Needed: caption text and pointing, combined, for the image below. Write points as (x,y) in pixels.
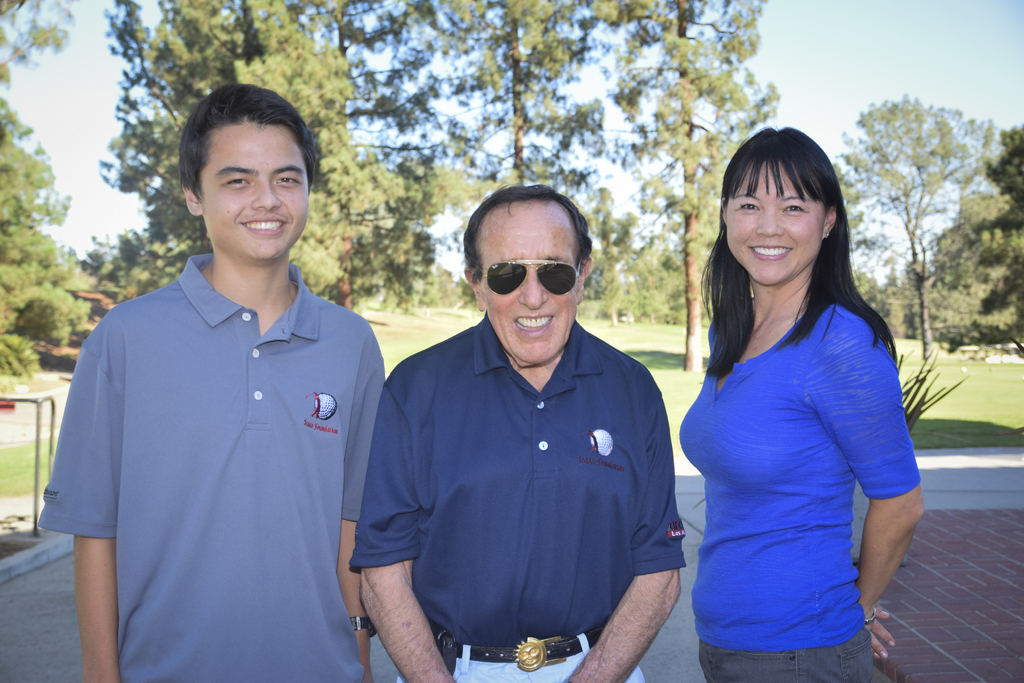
In the picture we can see three persons (512,529) standing two men (524,529) and a woman (779,355) posing for a photograph and in the background of the picture (821,133) there are some trees (369,256), grass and clear sky (821,133).
